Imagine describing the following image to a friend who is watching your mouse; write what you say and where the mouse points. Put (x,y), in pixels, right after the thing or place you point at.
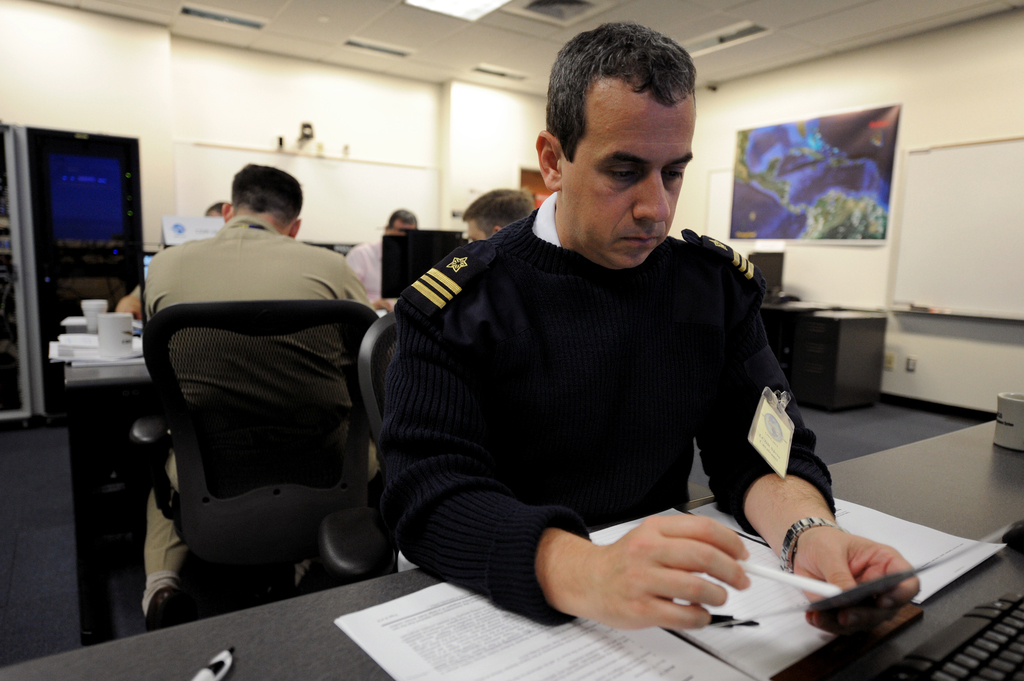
In this image we can see few people (295,250) sitting on the chairs (233,425), a person (478,244) is holding an object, there are few papers (445,660), a pen (215,669) and cups (1002,419) on the tables (942,512) and there are few objects (83,332) in the room (125,361) and a light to the ceiling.
